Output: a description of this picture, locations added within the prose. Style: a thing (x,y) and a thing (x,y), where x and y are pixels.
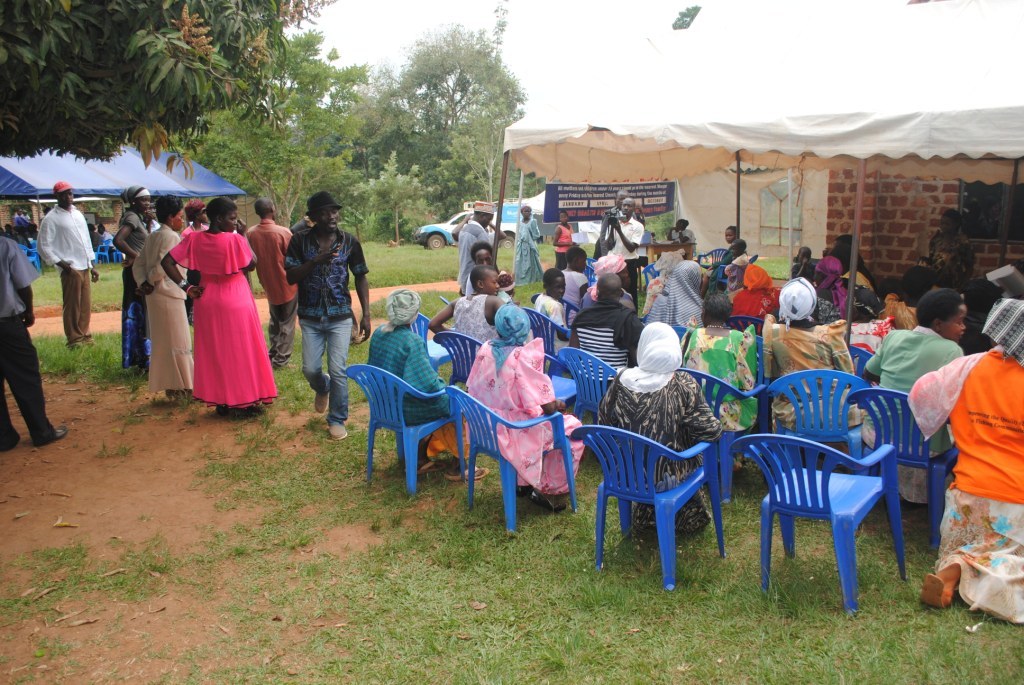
In this image it seems like there are few people (447,459) who are sitting on chairs (471,435) which are on the ground (460,574). In front of them there is a tent (764,236) under which there is a man (638,228) who is shooting with the camera (615,218). At the background (440,214) there is a car (430,229) and trees (325,178). To the left side (341,345) there are people (189,344) standing on the ground (109,476).
